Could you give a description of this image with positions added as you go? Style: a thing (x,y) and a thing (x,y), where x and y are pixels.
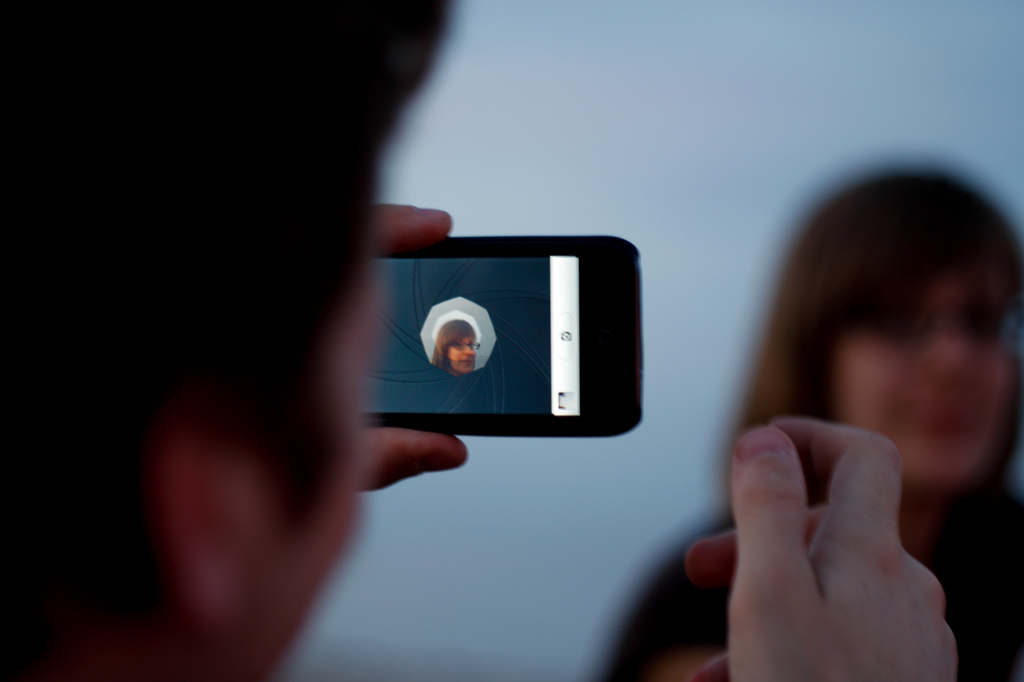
On the left side (231,383), there is a person (210,512) holding a mobile (611,396) with a hand (438,446) and capturing a woman (953,363) who is wearing a spectacle (959,325). And the background (984,30) is blurred.
